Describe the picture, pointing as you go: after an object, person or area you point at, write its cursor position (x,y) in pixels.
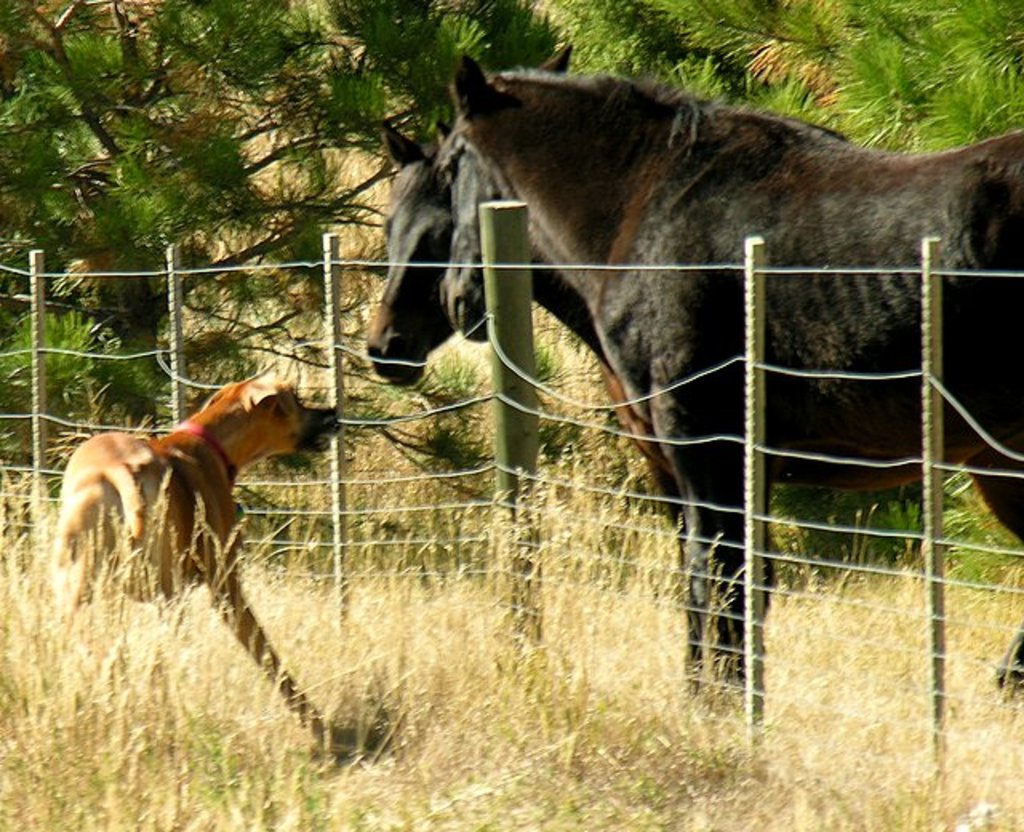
In the image there are two black horses (893,399) standing behind the fence (511,414) on the dry grassland (81,683), in the front (83,502) there is a dog (292,426) standing in front of the fence (501,349) and over the background (233,55) there are trees (606,55).
